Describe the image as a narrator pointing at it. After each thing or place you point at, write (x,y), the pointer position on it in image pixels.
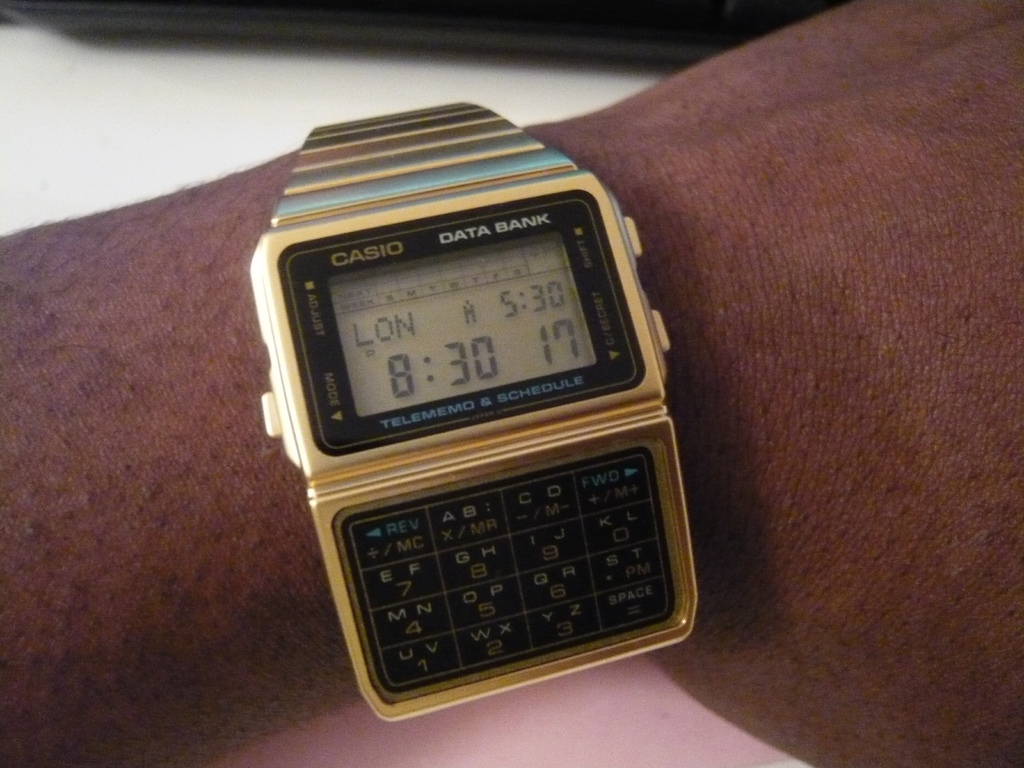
In this image there is one person (965,310) who is wearing a watch (381,353), and at the bottom (574,734) there is table (514,728).
